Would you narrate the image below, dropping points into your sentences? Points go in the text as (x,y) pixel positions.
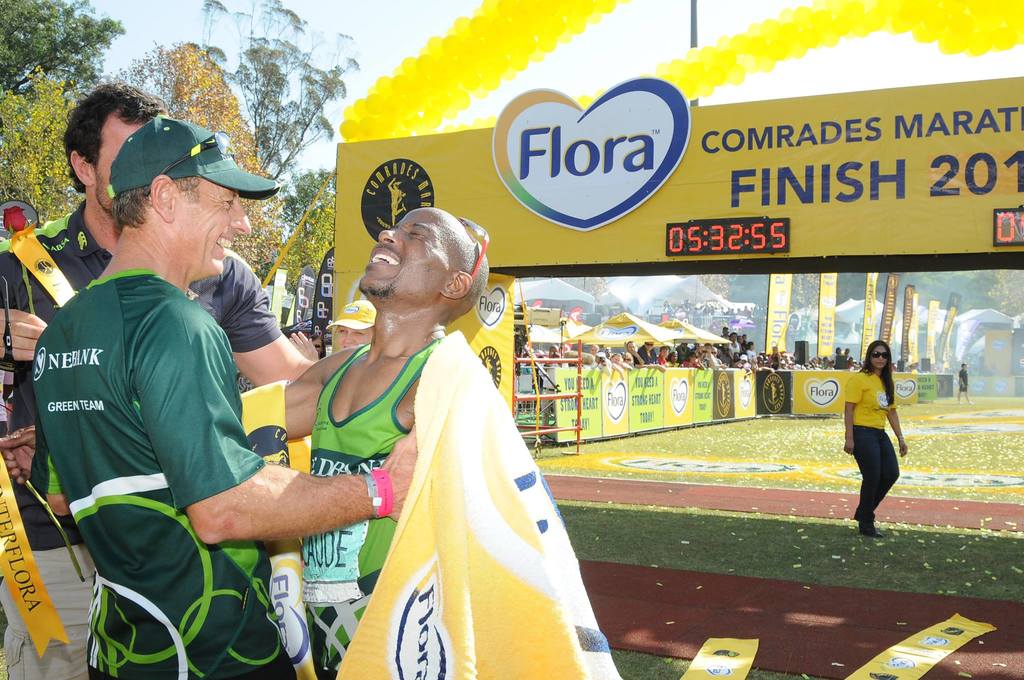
In this image, we can see people (181,232) standing and smiling and we can see sashes (283,456) and clothes (340,605). In the background (169,107), there are trees (306,81), balloons (586,98), banners (642,187), boards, tents (591,341), people (874,453), poles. At the top (864,76), there is sky (857,74) and at the bottom (792,568), there is ground (694,534).
